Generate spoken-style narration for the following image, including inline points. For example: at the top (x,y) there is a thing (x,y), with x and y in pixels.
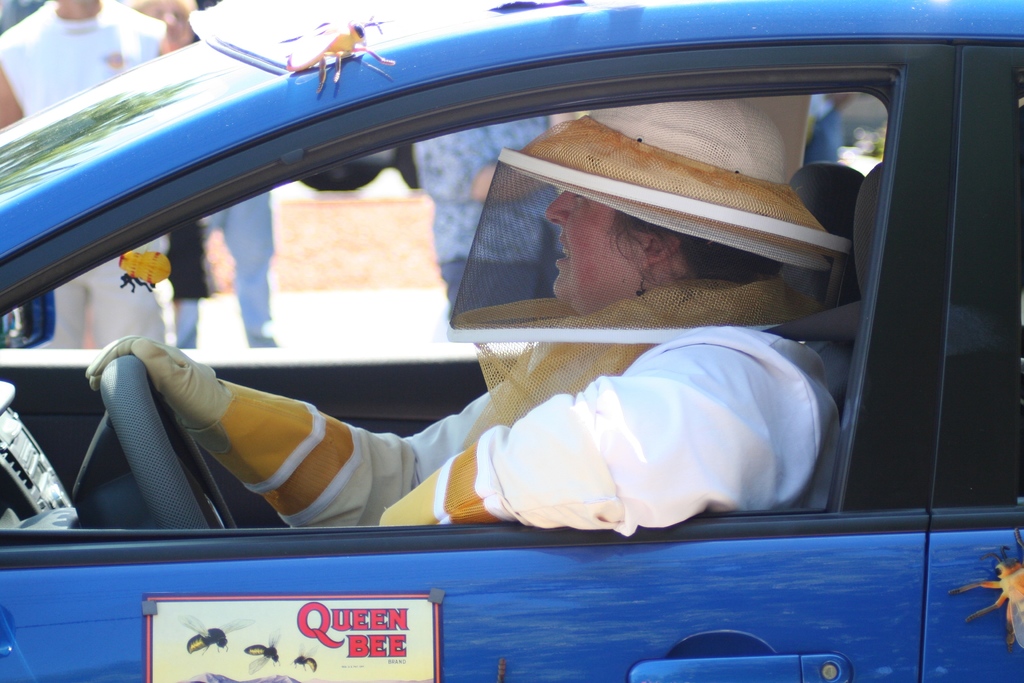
In this image there is a car (35,506) and in the car (463,629) there is one person (466,409) who is sitting, and he is wearing a hat (632,172) and on the car (452,644) there are some objects (408,634). And in the background (263,273) there are some people (254,199) and walkway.
